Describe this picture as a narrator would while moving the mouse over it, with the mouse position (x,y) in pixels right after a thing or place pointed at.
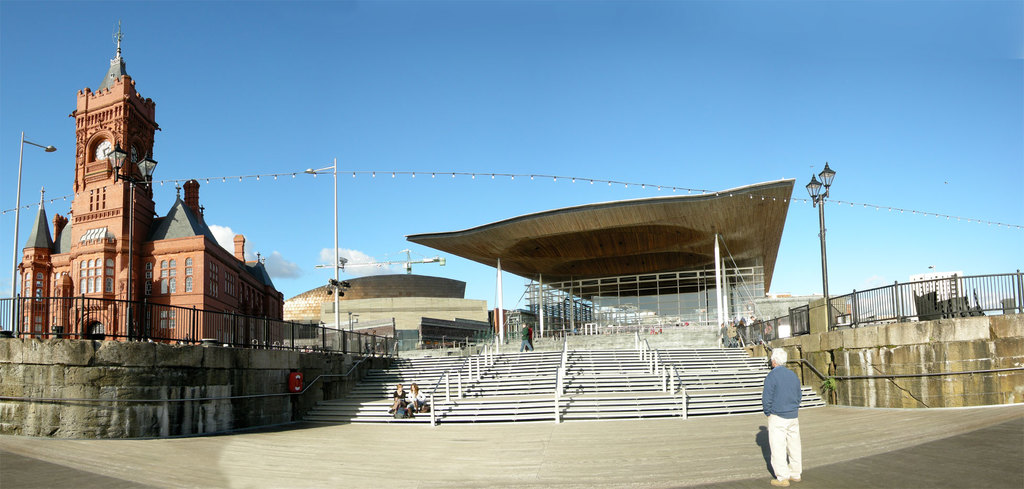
In this image there is a ground (490,462) in the bottom of this image (507,464) and there are some stairs (576,378) in the middle of this image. There is a church (163,321) on the left side of this image (206,278) and there is a wall (792,352) as we can see on the right side of this image (918,369). There are some current poles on the left side of this image (338,320). There is a fencing (144,333) in the bottom left side of this image (268,339) and bottom right side of this image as well. There is a blue sky (587,133) on the top of this image (563,99). There is one person (795,443) standing on the right side of this image (770,386) and there are some persons (400,405) are in the middle of this image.
